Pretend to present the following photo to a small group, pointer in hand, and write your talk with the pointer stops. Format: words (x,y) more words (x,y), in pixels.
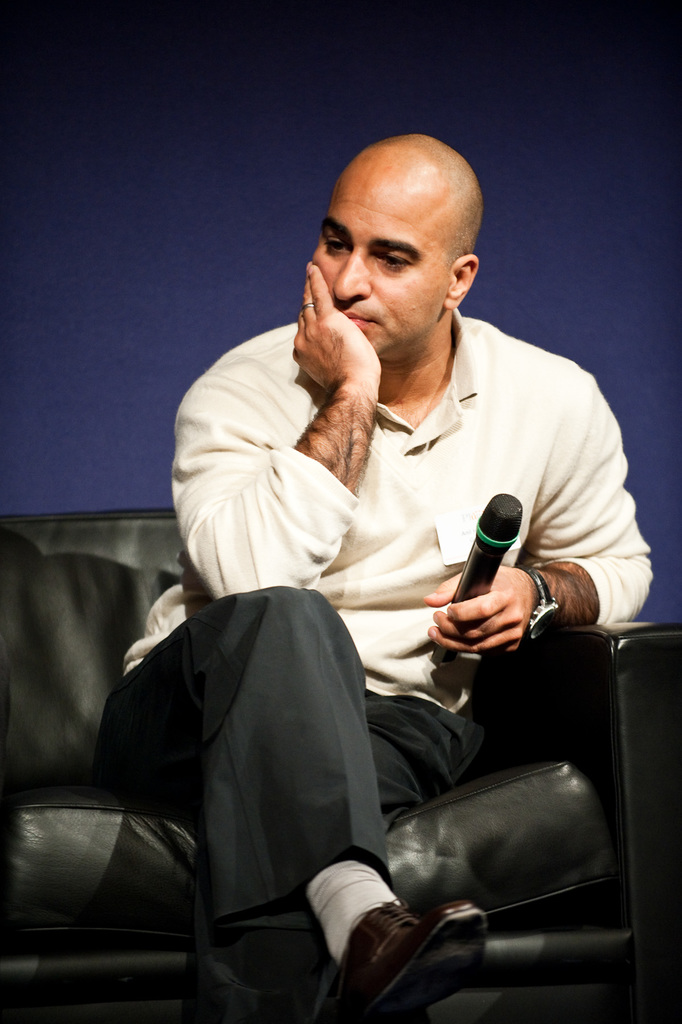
There is a man (242,598) sitting on chair (41,722) and holding a microphone (506,551), behind this man (323,249) it is blue color.
